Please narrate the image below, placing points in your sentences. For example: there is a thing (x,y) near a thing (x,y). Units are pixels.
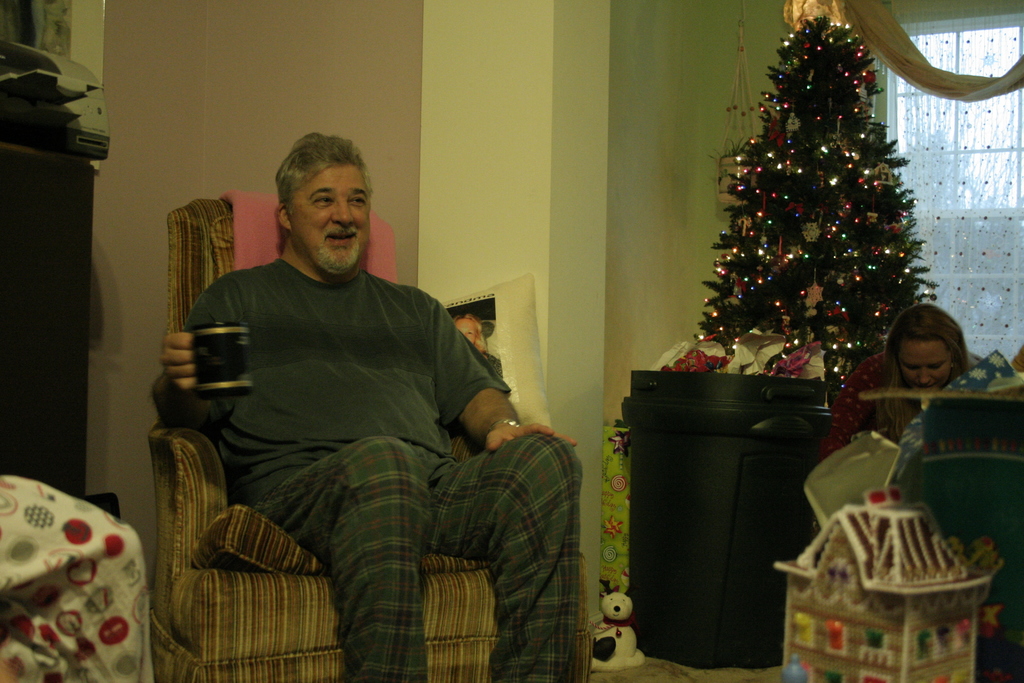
This is the picture of a room (128,471). In this image there is a man (337,398) sitting and smiling and holding the cup (217,375). On the right side of the image (969,16) there is a woman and there is a Christmas tree (806,53) and there are objects (758,528) and there is a curtain (970,351) and window (984,353) and there is a tree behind the window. On the left side of the image (42,74) there is an object (79,95) on the table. At the bottom (615,654) there is a toy (628,654) on the floor (741,674).
